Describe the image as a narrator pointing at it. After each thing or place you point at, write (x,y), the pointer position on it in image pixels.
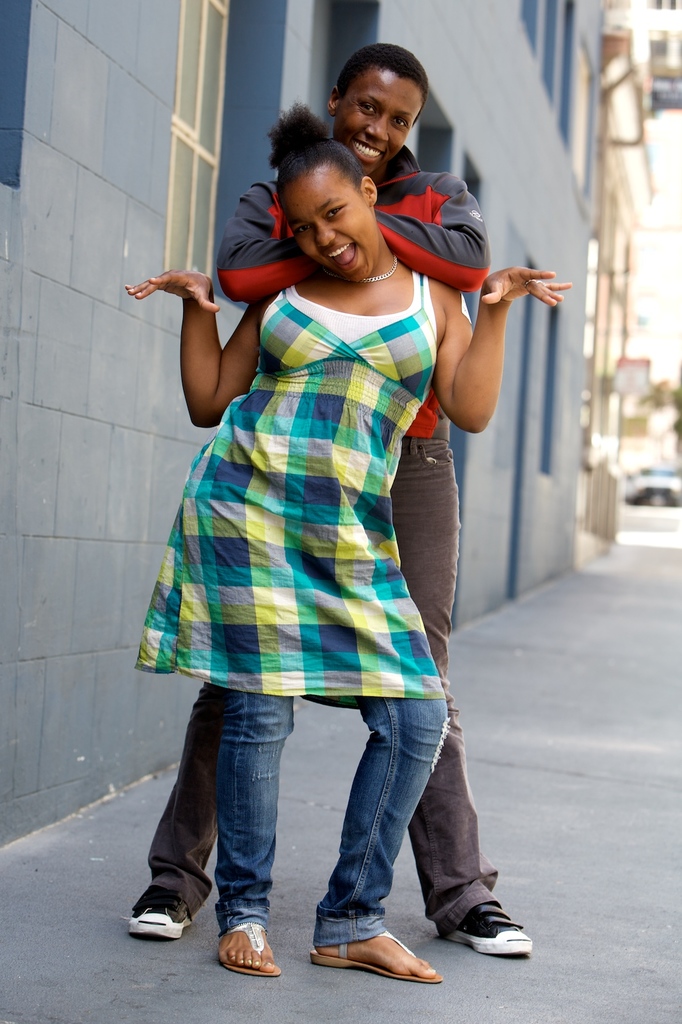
In this image, we can see a woman (285,496) and man (408,497) are standing and smiling. Background (130,447) we can see a building (136,365) with wall (136,365) and window (175,204). Right side of the image (661,455), we can see a blur view.
